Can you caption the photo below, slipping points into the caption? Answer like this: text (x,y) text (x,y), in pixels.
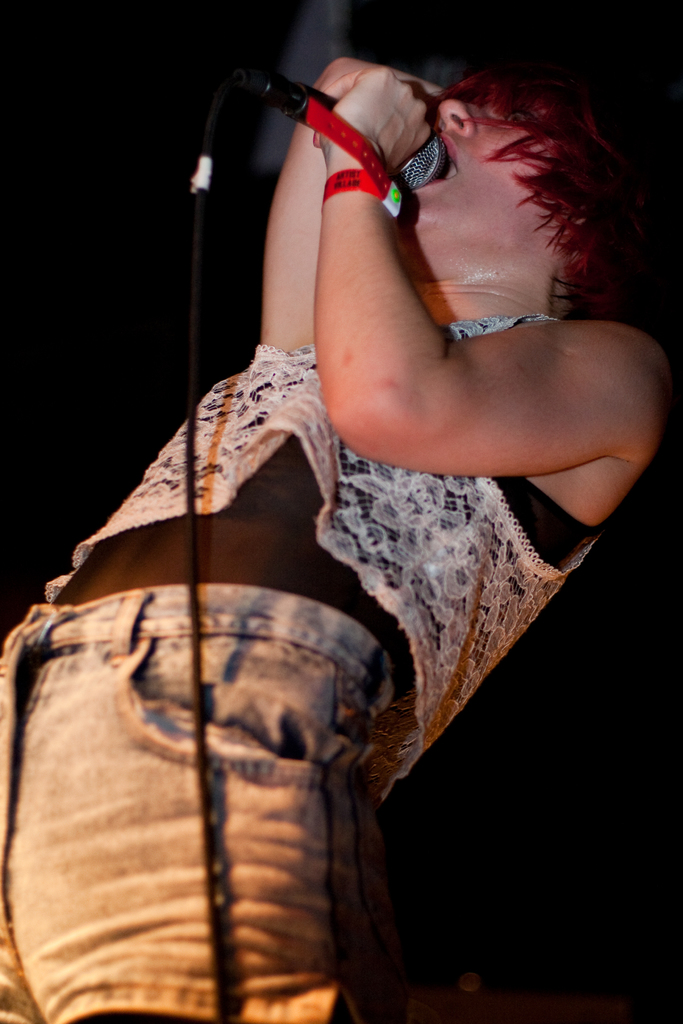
In this picture we can observe a person (212,428) standing, holding a mic (300,117) in their hand (402,130). The person (360,315) is wearing red color band (329,138) to his hand (340,165). In the background (110,184) it is completely dark.
